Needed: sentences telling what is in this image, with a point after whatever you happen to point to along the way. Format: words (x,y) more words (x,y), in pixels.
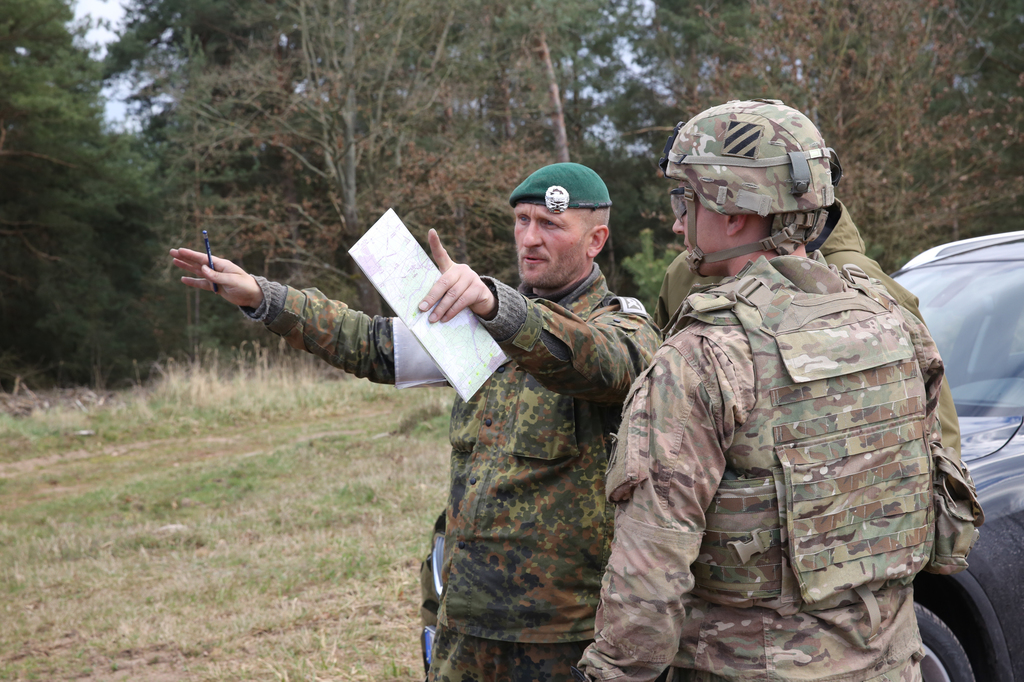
In the picture there are two officers (572,349) standing in front of a vehicle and beside them there are many trees (269,146), the people (523,326) are discussing something and the first man (578,363) is holding a pen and a paper (420,268) with his hands (423,299).
